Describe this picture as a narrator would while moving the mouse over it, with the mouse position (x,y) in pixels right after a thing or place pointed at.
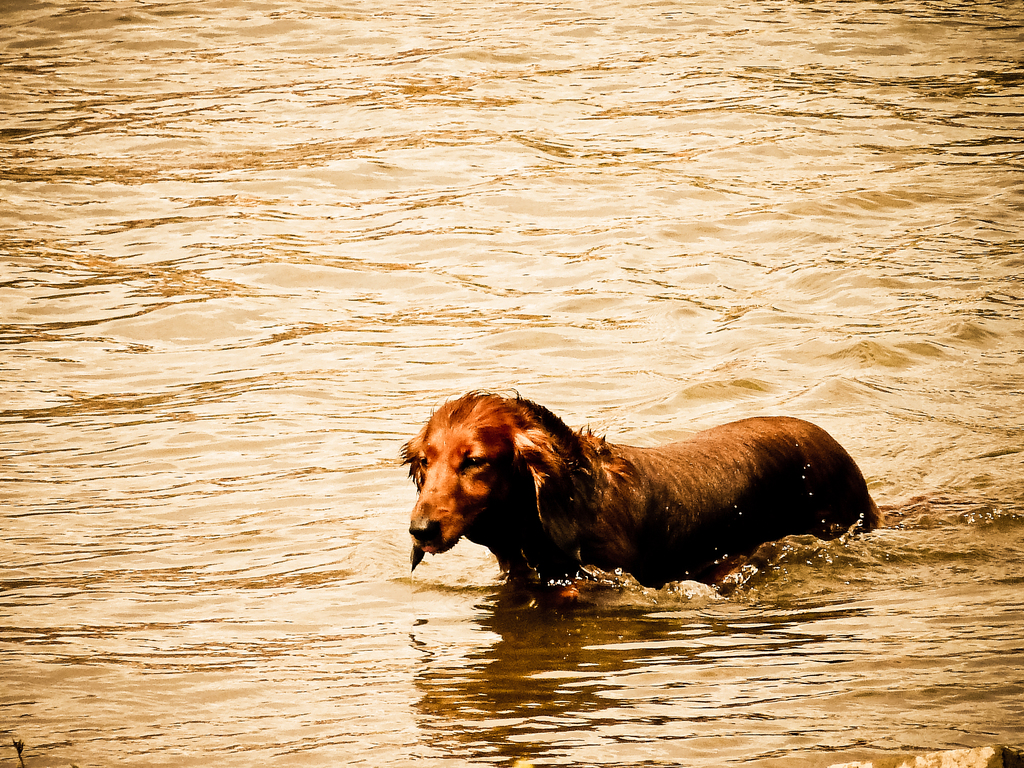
In the image there is a dog (549,442) walking in the pond (965,690).
